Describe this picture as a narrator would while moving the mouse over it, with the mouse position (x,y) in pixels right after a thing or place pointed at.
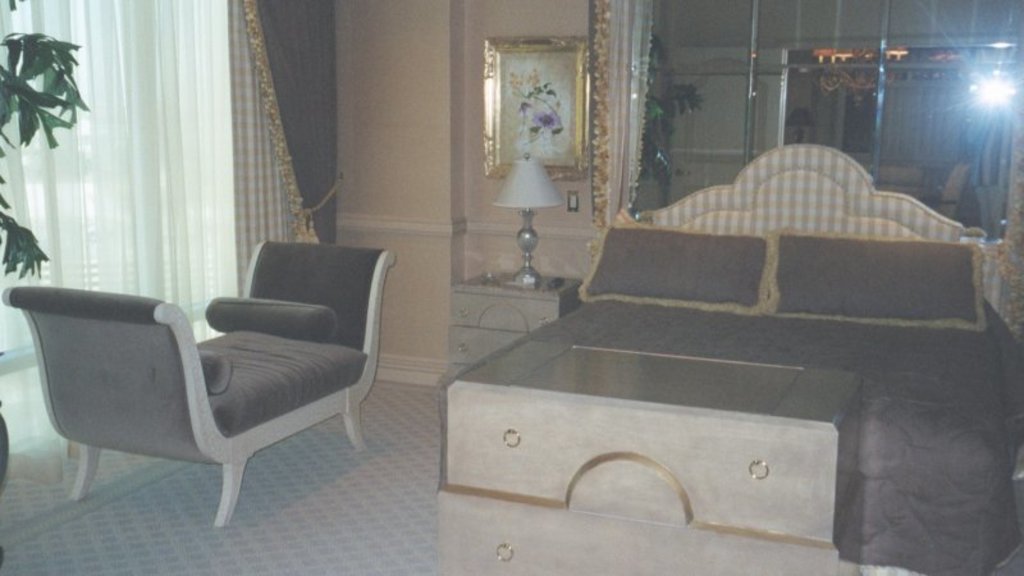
It's a picture of a bedroom (596,418), there is a bed (890,382) and pillows (851,289) grey in colour. There is a lamp (524,201) on the table (505,310). There is a painting frame (519,97) on the wall (519,25). There is a couch (268,383). On the left side (72,89) there is a tree (25,78). On the backside of the bed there is a mirror (908,120). Here it's a light (995,89).
